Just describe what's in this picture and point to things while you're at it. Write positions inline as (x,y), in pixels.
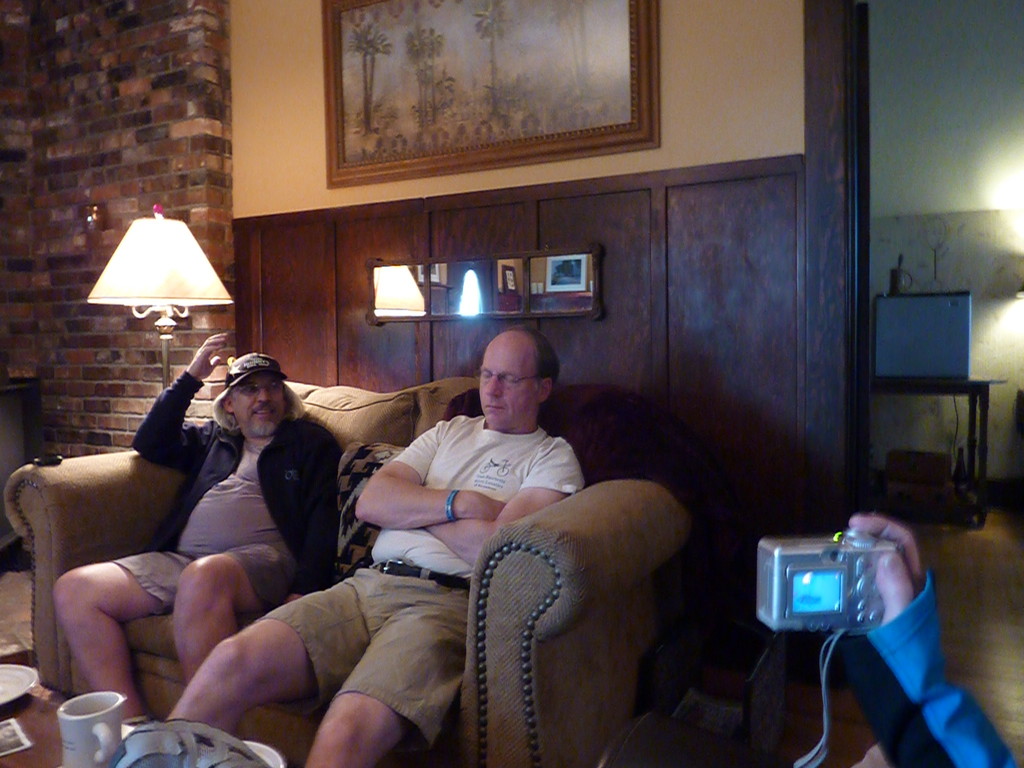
There are two men (320,523) sitting on the couch (545,567). This is the photo frame (611,83) attached to the wall (735,81). This a lamp (170,266). The cup (79,725), plate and some objects (19,744) are placed on the table (32,742). At the right corner of the image (895,564) I can see a hand (888,582) of the person (888,610) holding a camera (841,579). At background (917,374) I can see a table (960,383) where some object (941,321) is placed on it. This looks like a mirror (535,291) attached to the wood (624,290).
